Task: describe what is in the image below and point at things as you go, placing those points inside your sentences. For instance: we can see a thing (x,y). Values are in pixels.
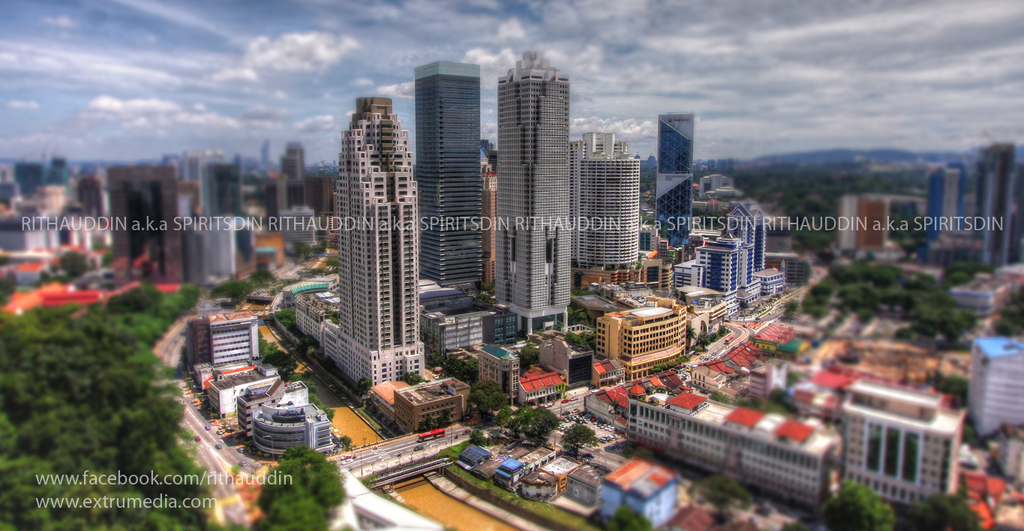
In this picture we can see vehicles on the road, here we can see buildings (643,265), trees (532,347) and some objects (652,256) and in the background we can see mountains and sky (917,53) with clouds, here we can see some text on it.
